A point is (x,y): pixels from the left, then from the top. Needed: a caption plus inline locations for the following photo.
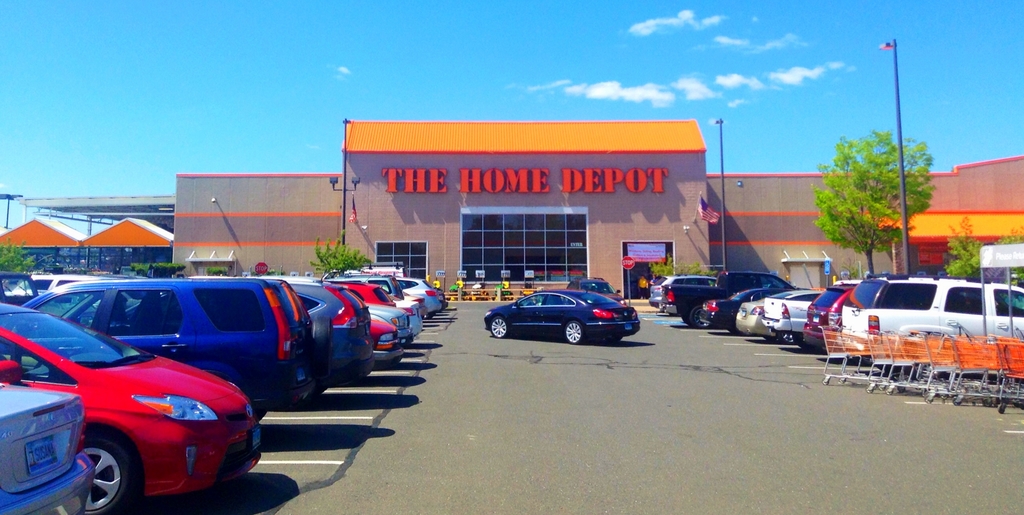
In this image I can see number of vehicles (727,325), few trolleys (1012,340), few trees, a building (429,206), few boards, few poles (724,219), a flag (702,201) and in the background (677,62) I can see clouds (653,87) and the sky (583,64). I can also see something is written over here.
